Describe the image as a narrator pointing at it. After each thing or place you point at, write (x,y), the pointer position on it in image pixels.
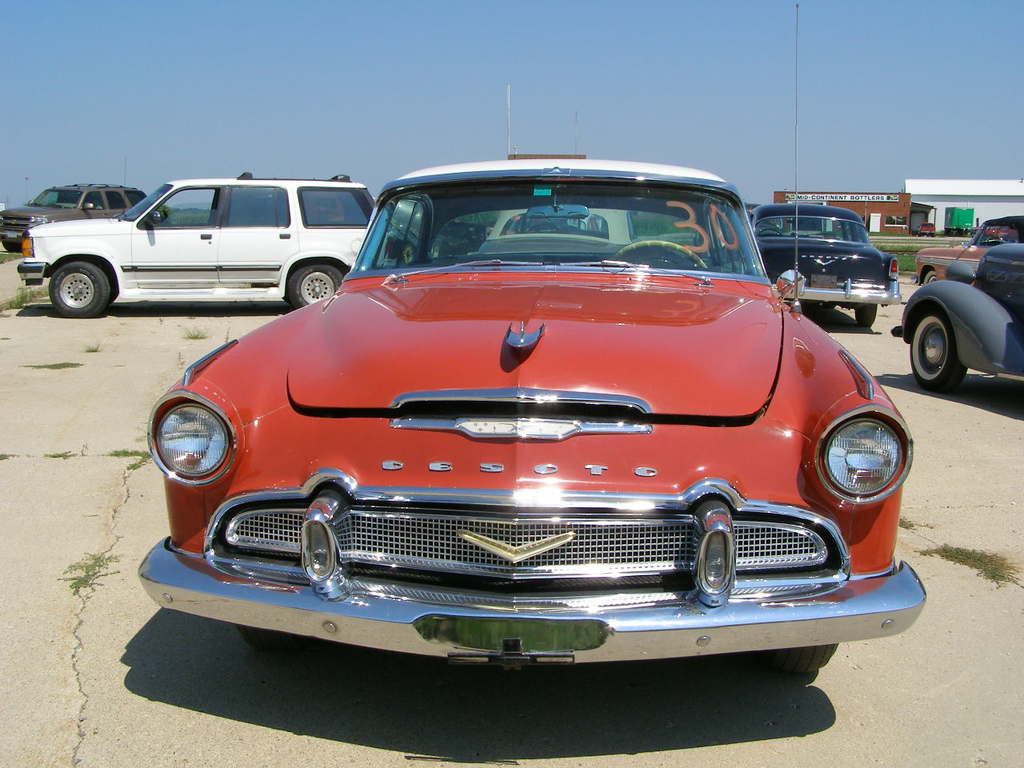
In the center of the image (383,508) we can see cars (797,291). On the right (880,217) there is a building (886,229). In the background (691,128) we can see sky (481,76).
